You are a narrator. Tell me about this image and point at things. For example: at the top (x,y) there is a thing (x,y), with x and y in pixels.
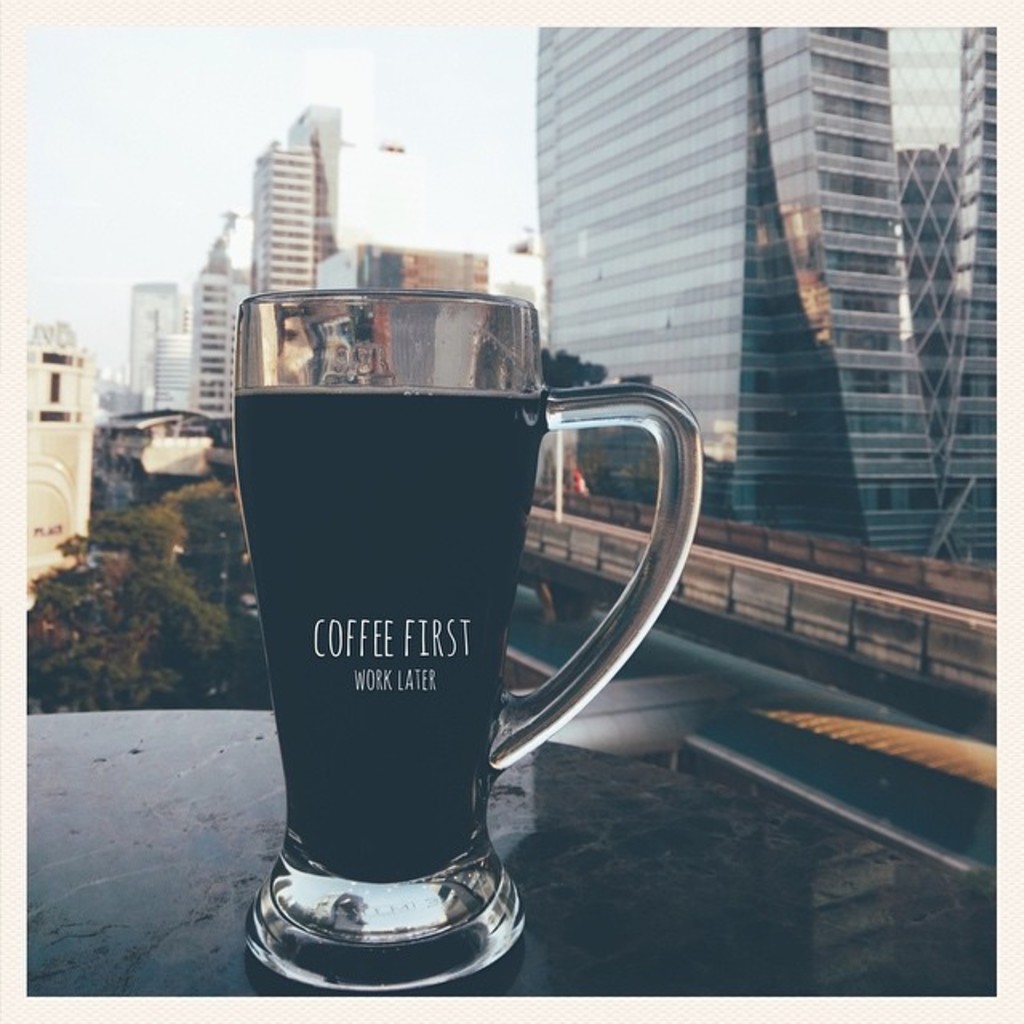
In the picture I can see a glass (484,763) with a drink (484,763) in it and we can see some text (383,672) on the glass (364,726) which is placed on the surface (703,848). In the background (734,176), we can see tower buildings (952,291), trees (51,683) and the sky (124,119).
